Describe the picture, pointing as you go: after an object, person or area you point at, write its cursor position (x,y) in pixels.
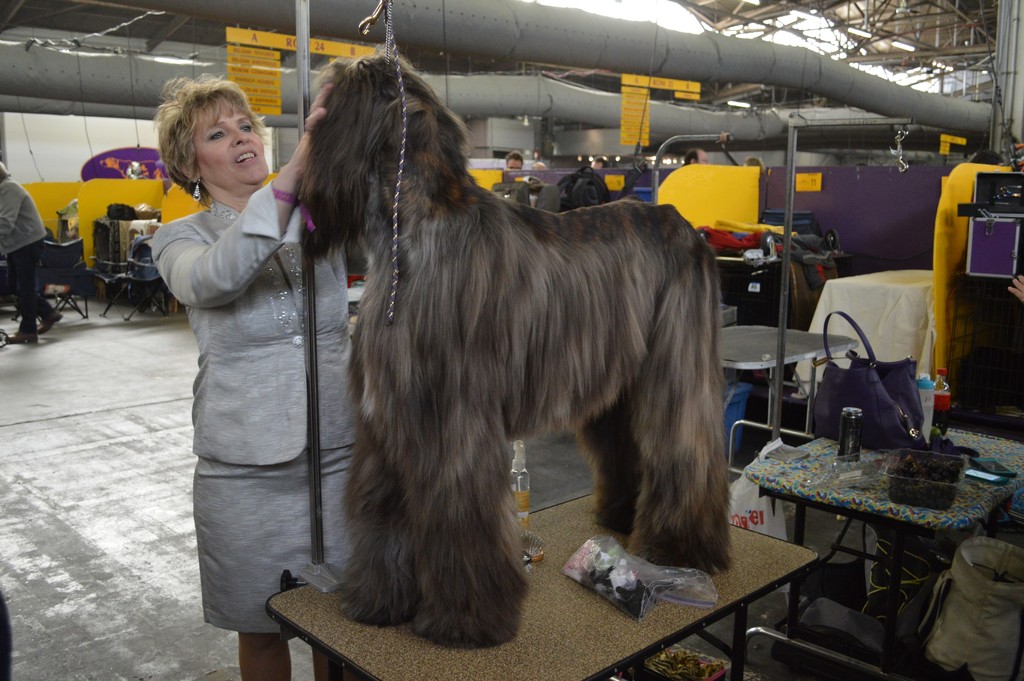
The woman (286,361) is touching a dog (361,209) which is on the table (575,611), In background (142,188) there are yellow cabins (46,196).
